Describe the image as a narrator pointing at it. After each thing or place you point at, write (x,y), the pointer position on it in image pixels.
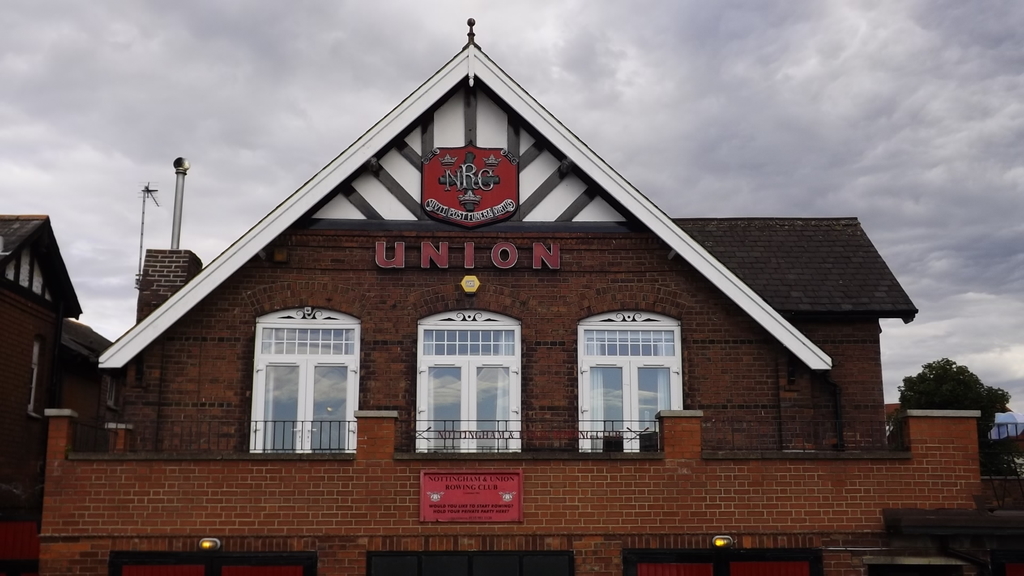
In this image I can see a building (472,344) and glass windows (290,384). It is in brown and black color. I can see a red color board (449,476) attached to wall (485,469) and I can see a trees (921,382). The sky (972,366) is cloudy.
